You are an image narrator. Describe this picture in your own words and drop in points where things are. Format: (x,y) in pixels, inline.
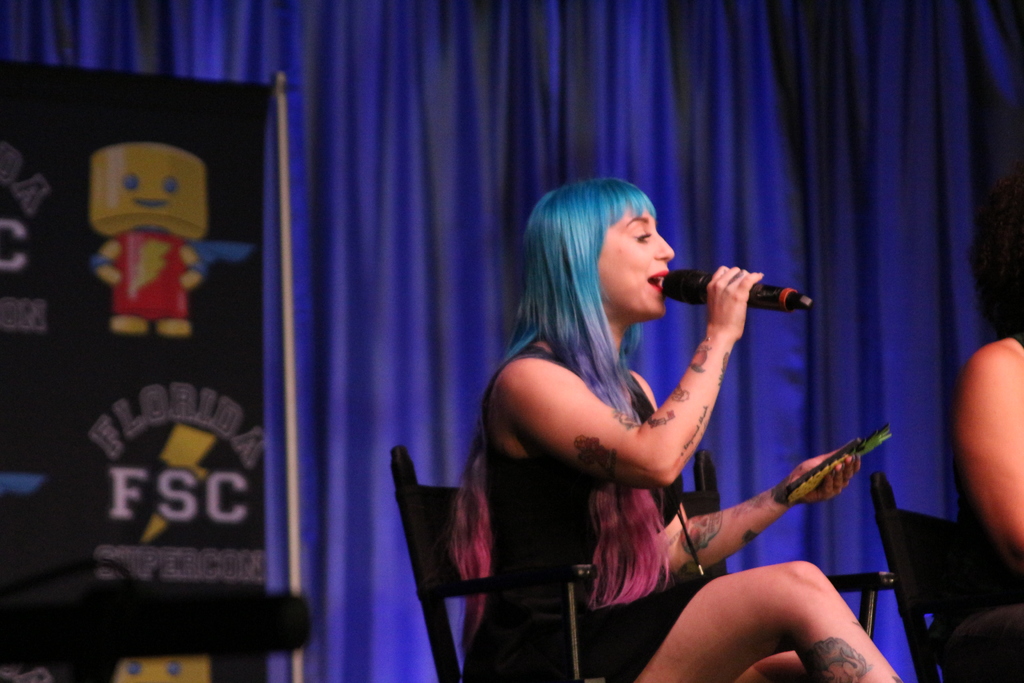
In this picture there is a woman (584,516) sitting in the black color chair (445,525). She is holding a mic (671,290) in her hand (726,324). She is wearing a black color dress (518,561). The woman's hair (546,238) is in blue and purple color. We can observe a black color poster (105,339) in the left side (160,259). In the background (464,154) there is a blue color curtain (438,214).
